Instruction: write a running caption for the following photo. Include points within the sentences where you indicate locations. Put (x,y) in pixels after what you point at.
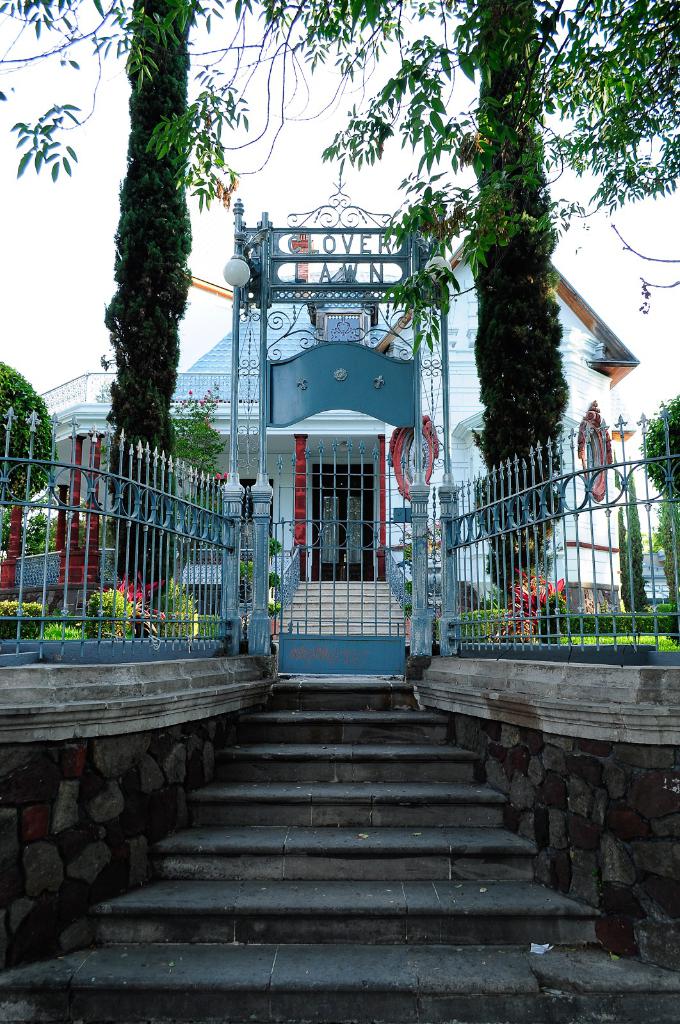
At the center of the image (290,460) there is a building (275,510), in front of the building (108,413) there are stairs (343,829). On the right (564,388) and left side of the image (136,195) there are trees (55,146). In the background (339,165) there is a sky (339,165).
